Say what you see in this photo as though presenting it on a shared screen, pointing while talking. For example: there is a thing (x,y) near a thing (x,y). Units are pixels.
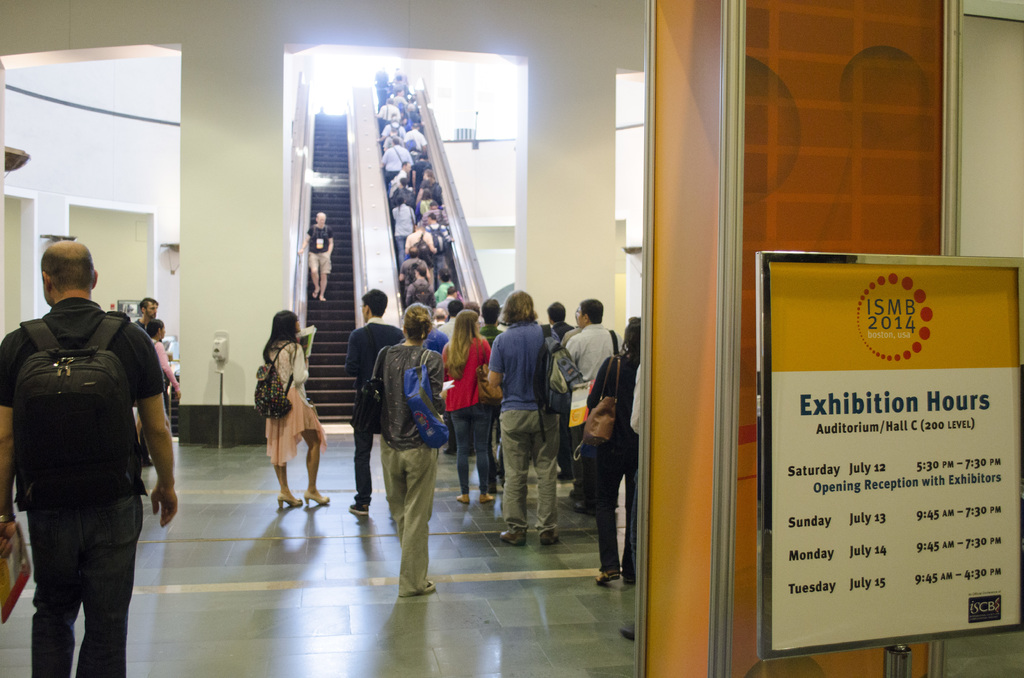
In this image, we can see a group of people (107,677). Few are wearing bags (106,401). Here can see two escalators (370,270). Few peoples (420,240) are standing on it. Background (580,258) we can see wall (85,166), pillars (230,265). Right side of the image (896,437), we can see a board (875,468) with some text (856,518).
